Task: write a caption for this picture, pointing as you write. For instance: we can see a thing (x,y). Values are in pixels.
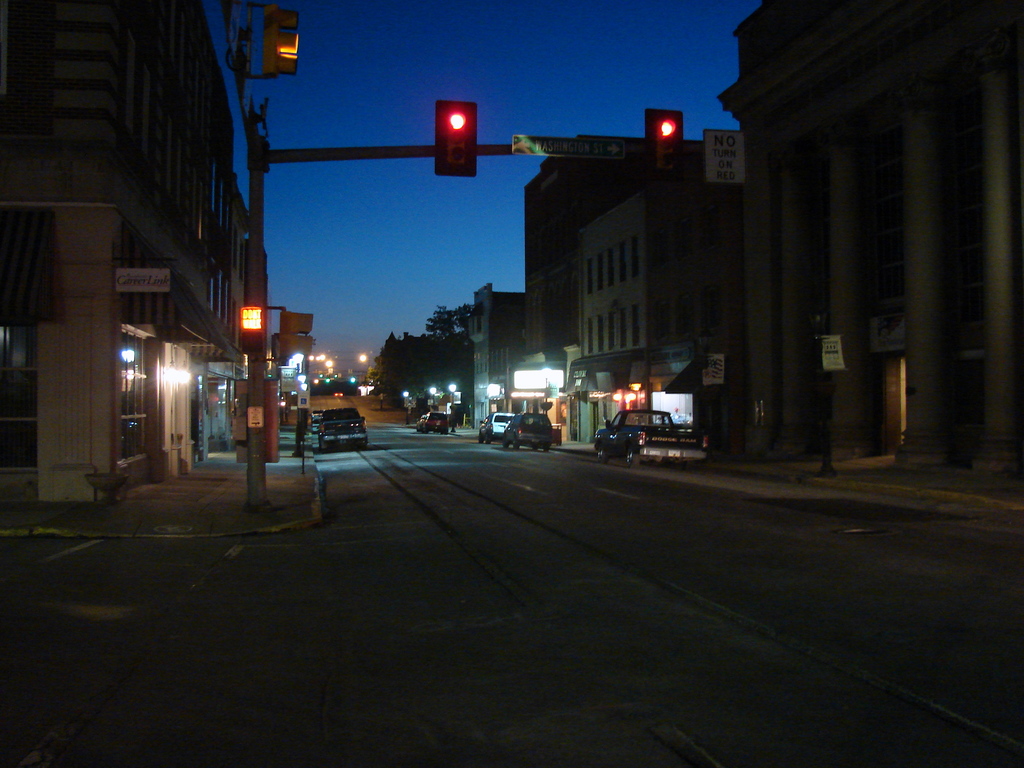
In this picture we can observe a road (451,569). There are some vehicles (333,410) on the road (385,452). We can observe traffic signals (443,144) fixed to the pole (257,134) on the left side (258,222). In the background (368,379) there are trees (430,358). We can observe buildings (504,369) on either sides of the road (401,507). There is a sky (388,234).
